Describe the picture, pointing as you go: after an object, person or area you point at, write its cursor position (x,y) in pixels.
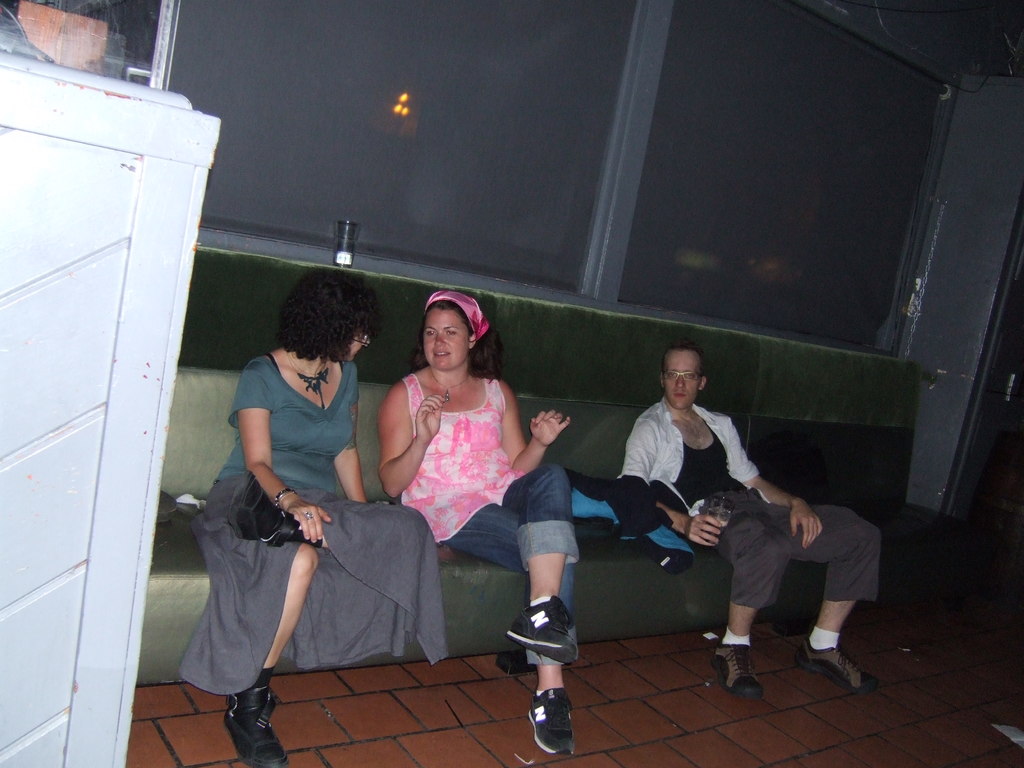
In this image we can see three persons (745,538) sitting on the couch (602,552), there is a white color object (106,280) on the left side (150,231) and there is an object (353,243) in the window (646,159).
